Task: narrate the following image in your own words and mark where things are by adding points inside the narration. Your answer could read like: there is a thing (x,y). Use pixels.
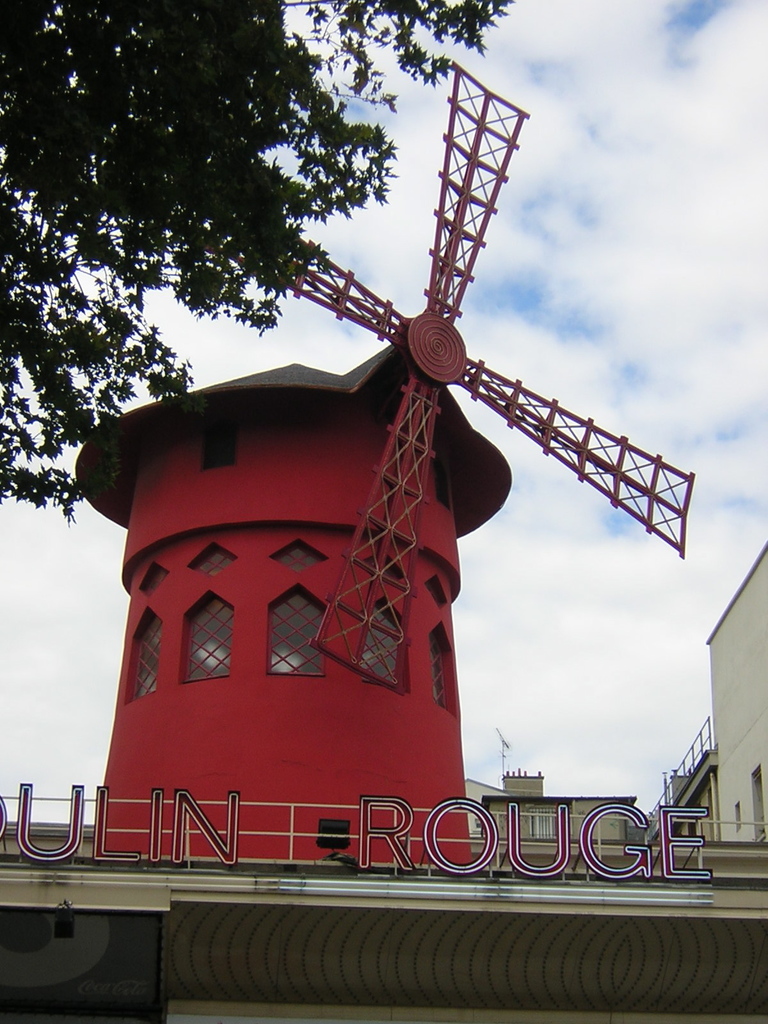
In this picture we can see a cabaret (253,858). There is a text (235,822) visible on a fence (231,804) from left to right. We can see a few houses (747,705) on the right side (733,765). There is a tree (93,85) visible in the top left (93,299). Sky (638,281) is blue in color and cloudy.
